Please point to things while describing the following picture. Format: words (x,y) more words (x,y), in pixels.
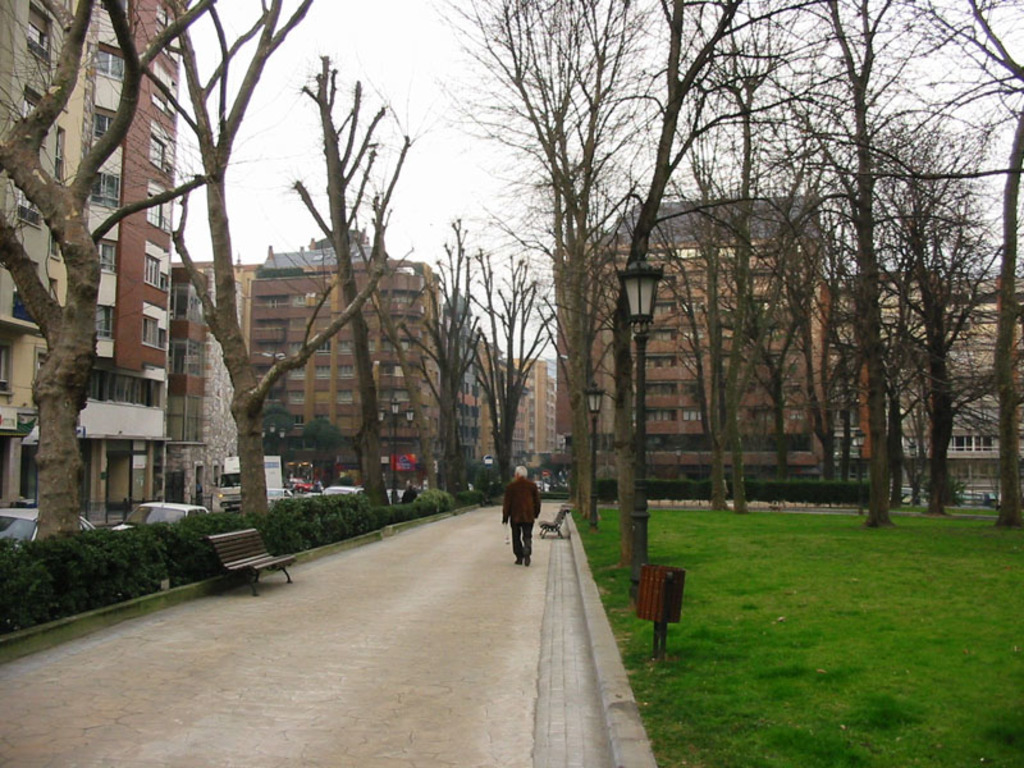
In this picture I can see trees (585,392) and buildings (313,305). On the right side (805,682) I can see grass (756,634) and some object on the ground (681,639). On the left side (308,672) I can see road (262,596), benches (243,546), a person (513,495) is standing, vehicles (302,493) and sky (309,118).
